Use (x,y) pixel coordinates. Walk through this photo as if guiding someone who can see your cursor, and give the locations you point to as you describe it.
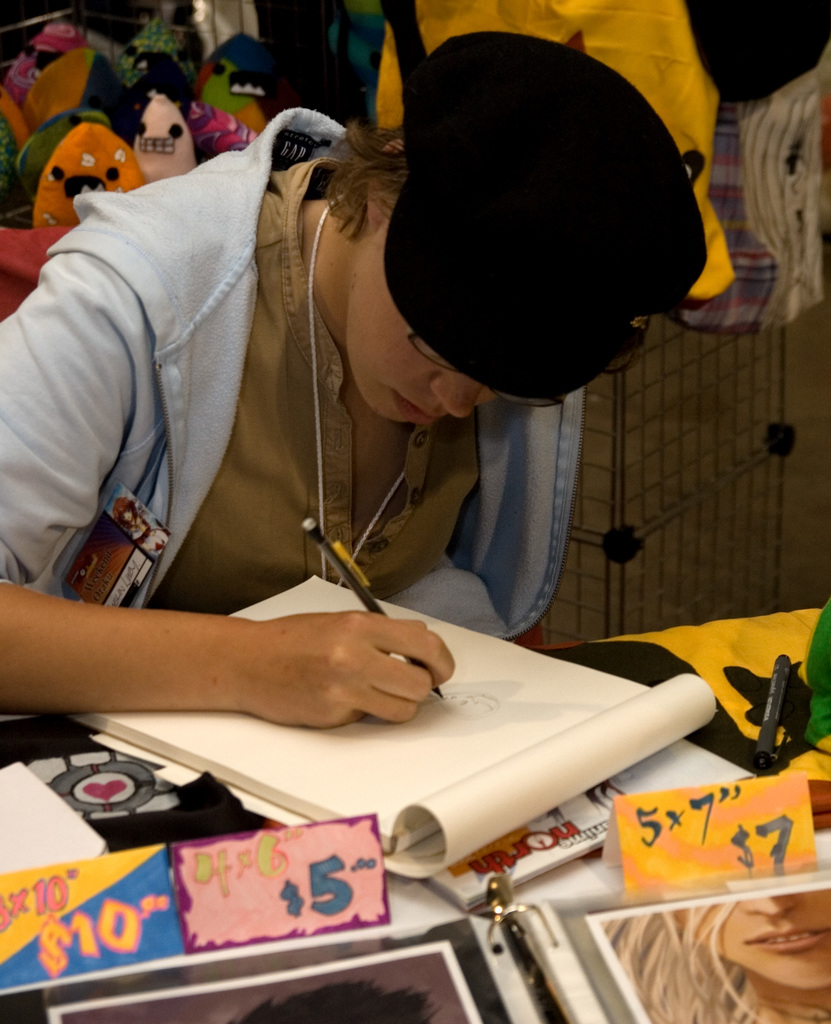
In the picture we can see a person (252,393) sitting in the chair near the table (571,814) on it, we can see a book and something kept at it and a person (175,261) is writing something in the book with a pen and in the background (753,253) also we can see some things (61,35) are placed.
